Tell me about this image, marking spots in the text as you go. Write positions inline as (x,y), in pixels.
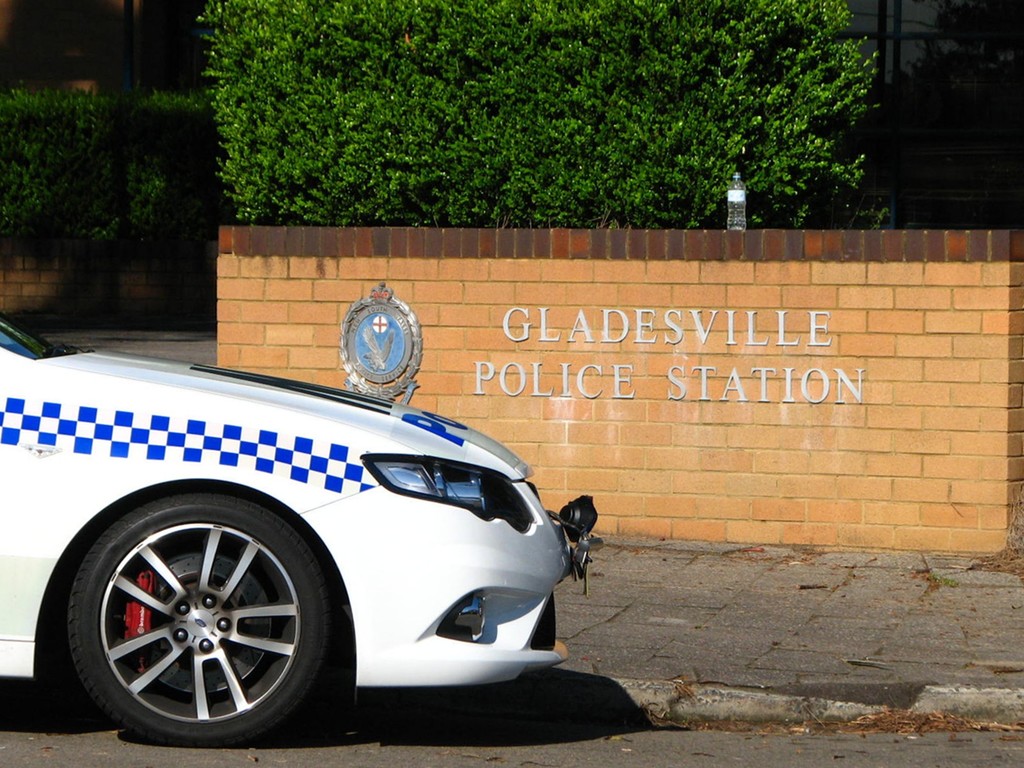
At the bottom of the image (241,687) we can see a car (279,580) on the road (553,679). In the background (467,298) there is a wall (627,344) and we can see a bottle (730,215) placed on the wall (715,321). We can see bushes (261,147).
